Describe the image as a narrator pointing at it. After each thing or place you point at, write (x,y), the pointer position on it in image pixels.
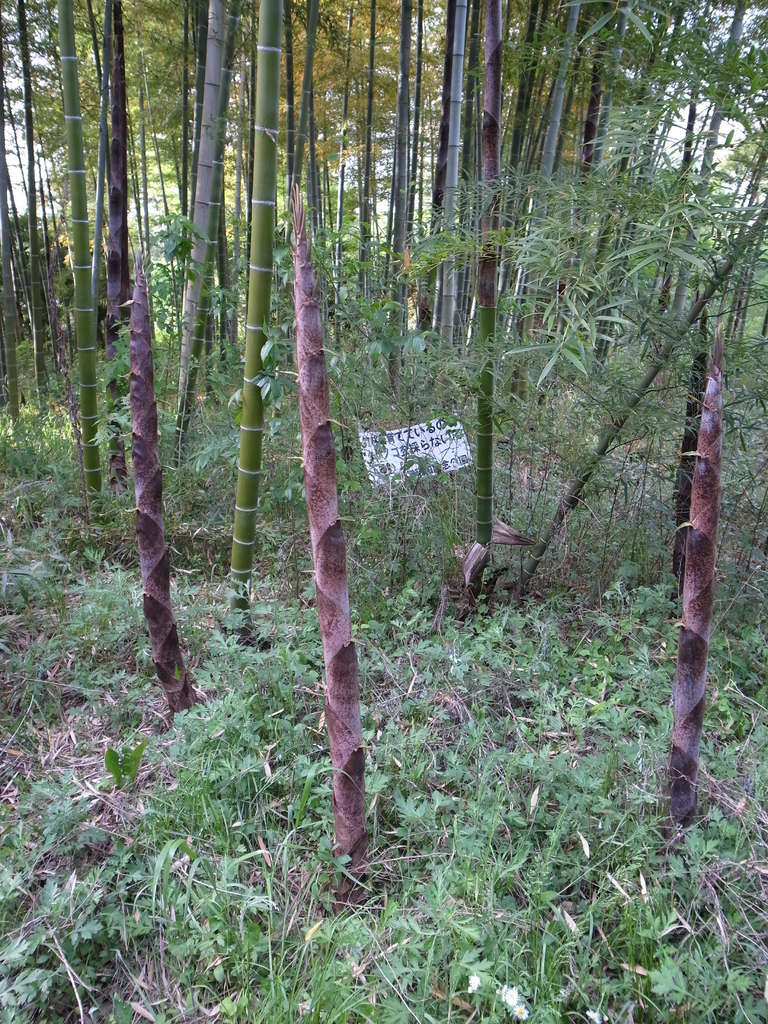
In this picture I can see there is some grass (368,898), plants (318,650) and there are few trees (270,30) in the backdrop (260,479), there is a board (451,425) in between the trees (481,479).
